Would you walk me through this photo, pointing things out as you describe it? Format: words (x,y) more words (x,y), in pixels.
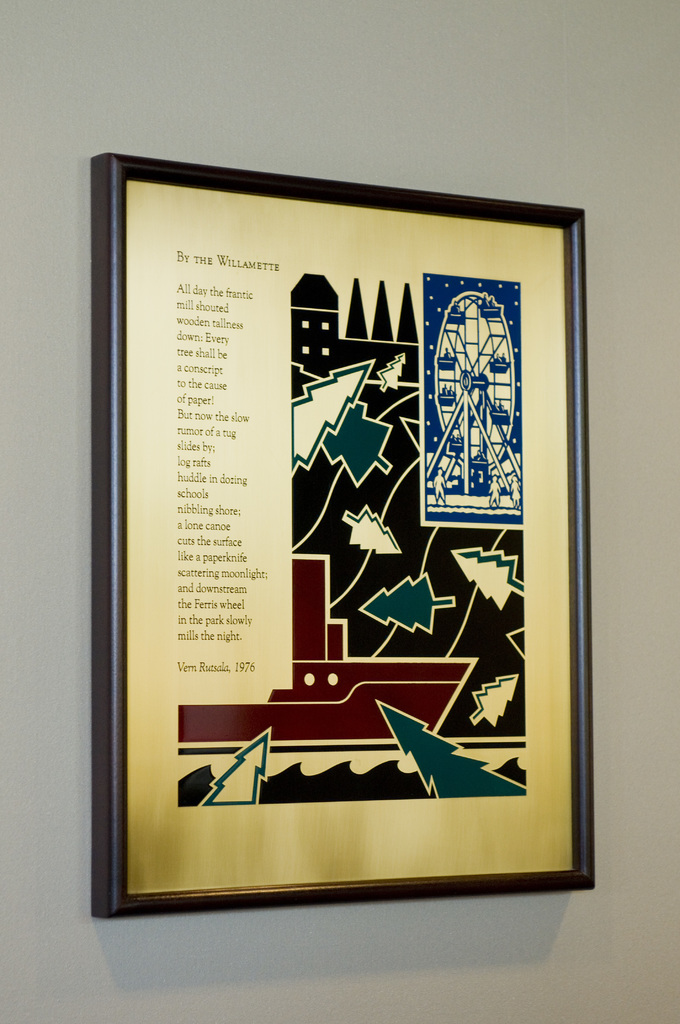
In the picture I can see a photo (256,553) attached to a white color wall (677,427). On this photo frame (274,590) I can see designs (329,664) of trees (356,465), some other things (301,612) and something written on it.
